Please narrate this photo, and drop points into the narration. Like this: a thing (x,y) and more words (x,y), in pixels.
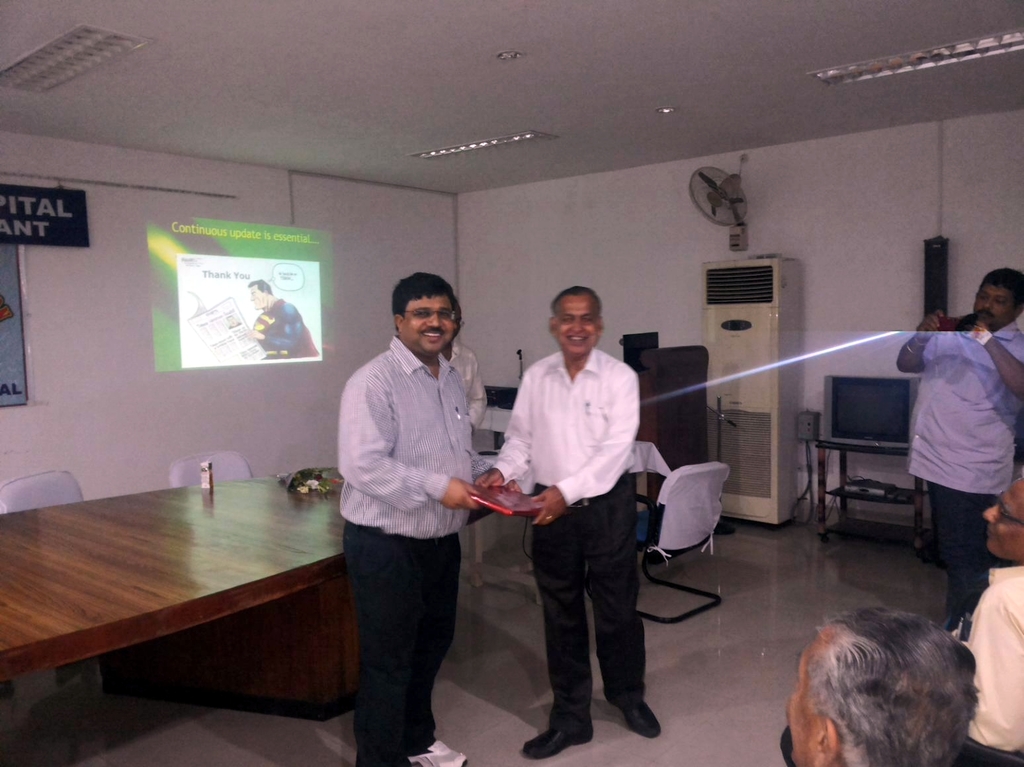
In this image we can see men (450,431) standing on the floor (877,590) and sitting on the chairs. In the background (699,211) there are table fan (702,197), electric lights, television set (859,389), chairs (651,494), bouquet (307,488) on the table (49,533), wall hanging (20,295) to the wall (34,329) and a display screen (160,347).
